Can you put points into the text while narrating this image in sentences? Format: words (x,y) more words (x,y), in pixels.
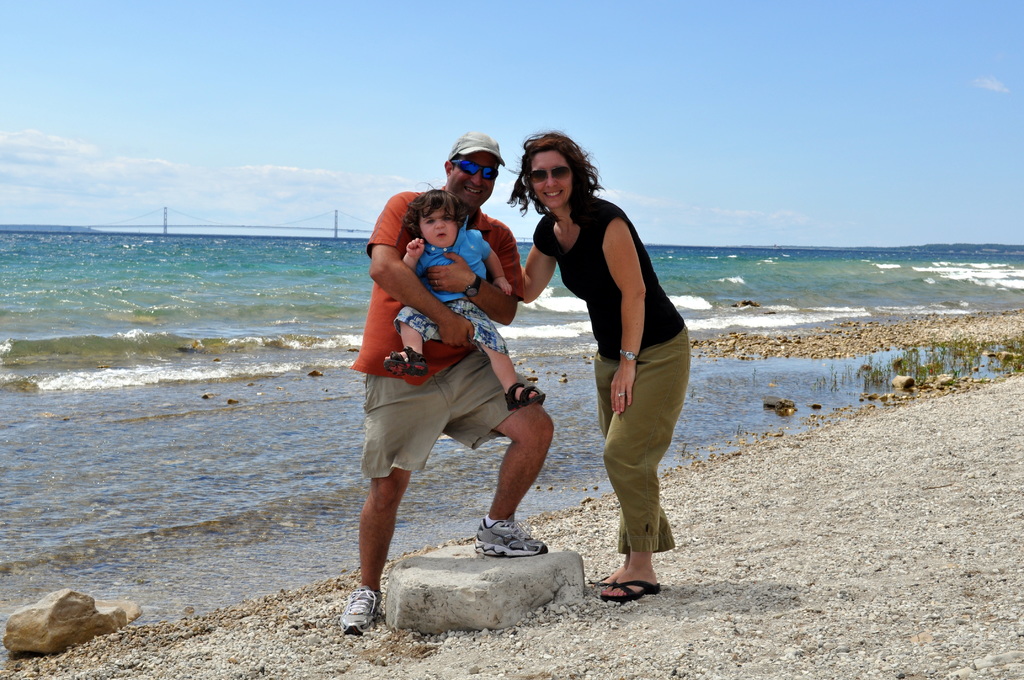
This is the man (485,435) and woman (605,370) standing and smiling. This man (450,277) is carrying a boy (412,340) in his hands (442,288). These are the rocks (488,603). I think this is a seashore (797,546). This looks like a sea (766,299). In the background (206,229), I can see a bridge (313,229). This is the sky (345,146).
